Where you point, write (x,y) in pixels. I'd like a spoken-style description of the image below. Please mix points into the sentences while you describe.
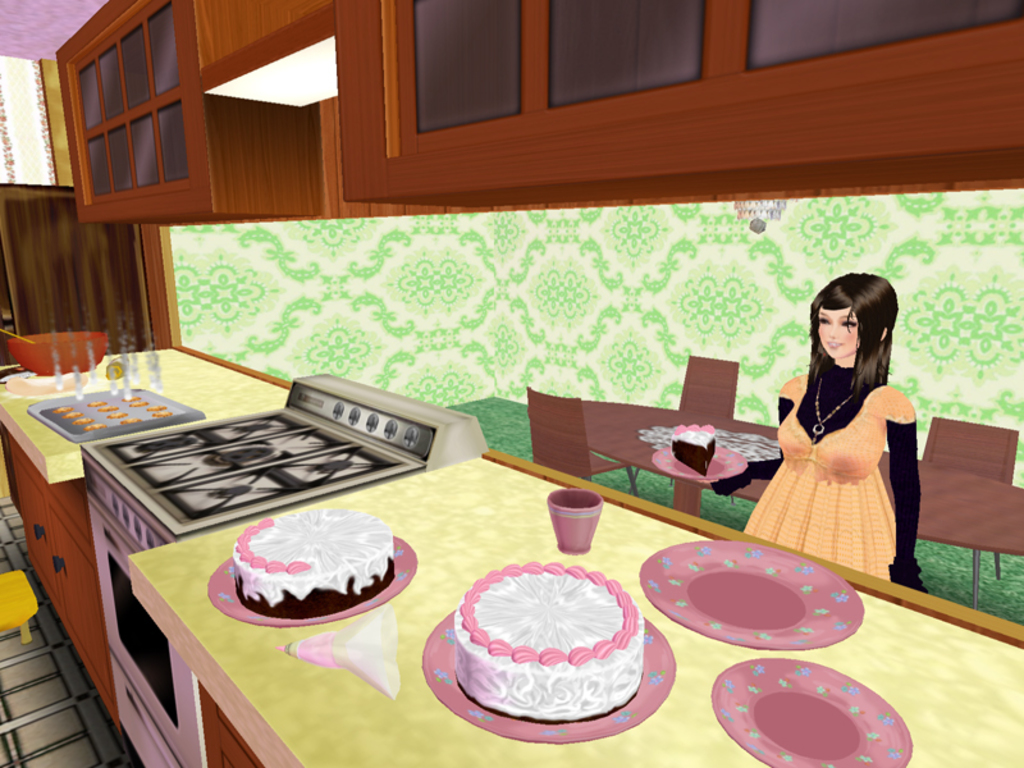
This image is an animated image. At the bottom of the image (462,552) there is a table (382,502) with two cakes (518,711), a glass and two plates (796,671) on it. There is a stove (121,717) and there is another table (77,467) with a few things (97,422) on it. On the right side of the image (1020,554) there is a table (693,507) with a few things (727,434) on it and there are three chairs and a woman (875,406) is standing on the floor (940,553). In the background (785,305) there is a wall (453,223) with a few cupboards (715,96).
